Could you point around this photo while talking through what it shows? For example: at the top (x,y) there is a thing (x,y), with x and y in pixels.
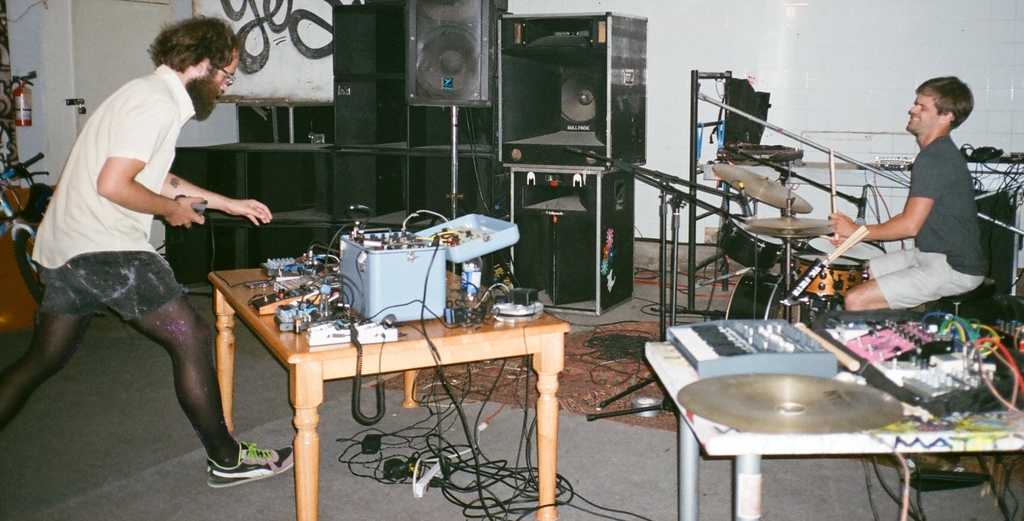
In this picture I can see a man (902,259) seated and playing drums (766,222) and I can see few electronic items (430,248) on the couple of tables (907,405) and I can see a piano (805,363) on another table (671,360) and few speakers (349,138) and a bicycle (31,244) and a Fire extinguisher (23,113) to the wall (53,138) and I can see a man (157,312) walking holding something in his hand (170,209).
